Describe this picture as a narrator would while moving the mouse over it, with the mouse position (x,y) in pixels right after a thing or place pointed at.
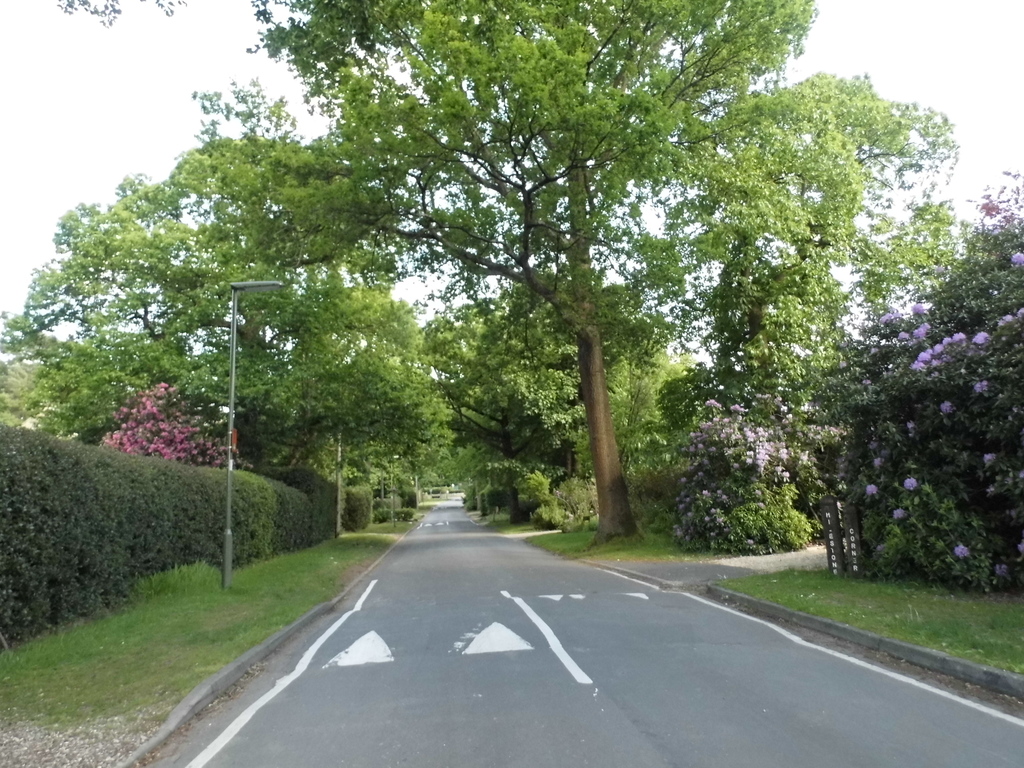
In this picture we can see trees (287,247), on the right side (908,415) and left side (79,539) there are some plants (92,541) and grass (212,601), we can also see flowers (979,389) on the right side (959,327), there is a pole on the left side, we can see the sky (93,78) at the top of the picture (114,62).
